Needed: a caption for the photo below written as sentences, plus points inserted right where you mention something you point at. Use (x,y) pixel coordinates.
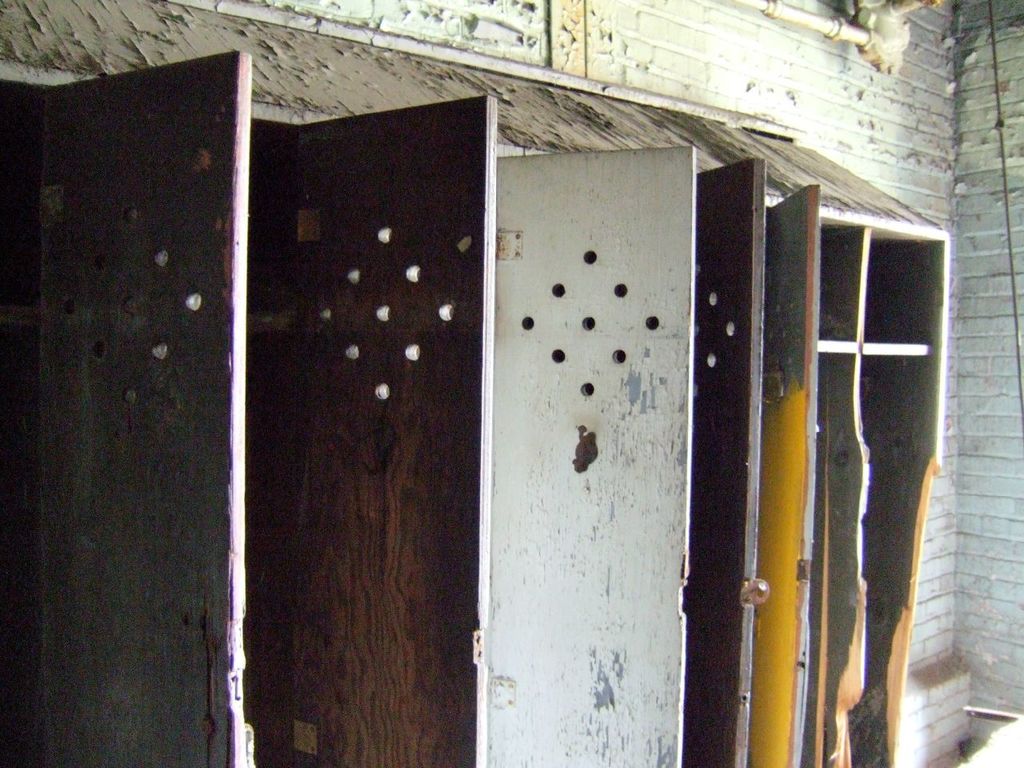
I think these are the wooden doors (505,501). Here is a wall (956,114). This looks like a connected pipe (862,25).
